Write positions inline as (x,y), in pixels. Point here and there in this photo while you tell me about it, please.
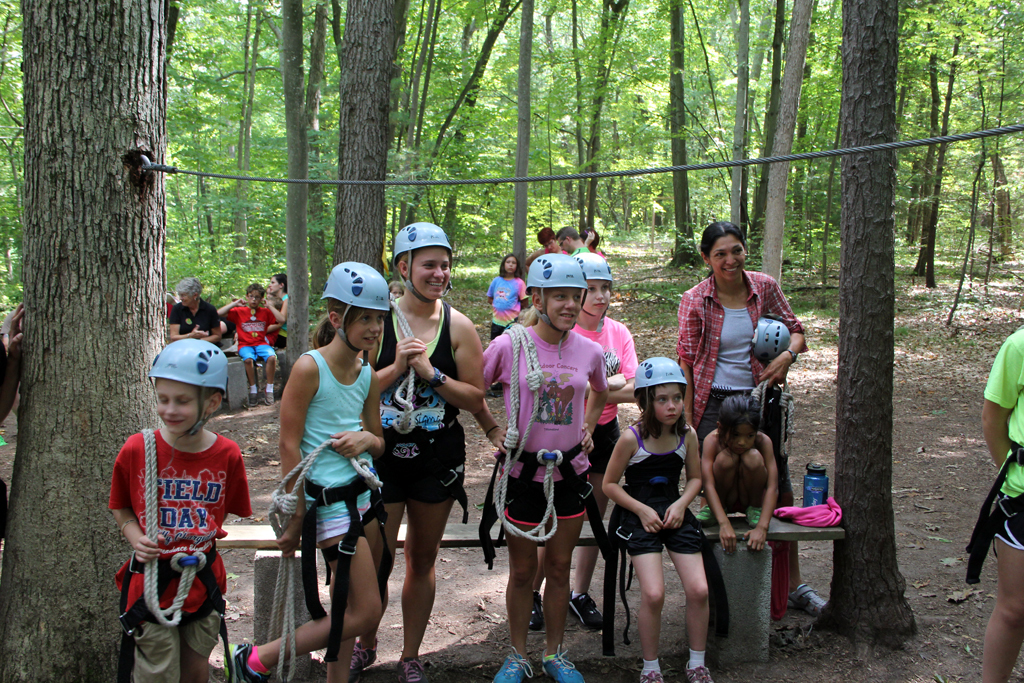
In the background (503,90) we can see trees (706,128), people (431,265) standing and few (191,281) are sitting. Here we can see bottle (818,467) and a pink cloth (811,509) on the platform (789,533). We can also see people (666,543) wearing helmets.
